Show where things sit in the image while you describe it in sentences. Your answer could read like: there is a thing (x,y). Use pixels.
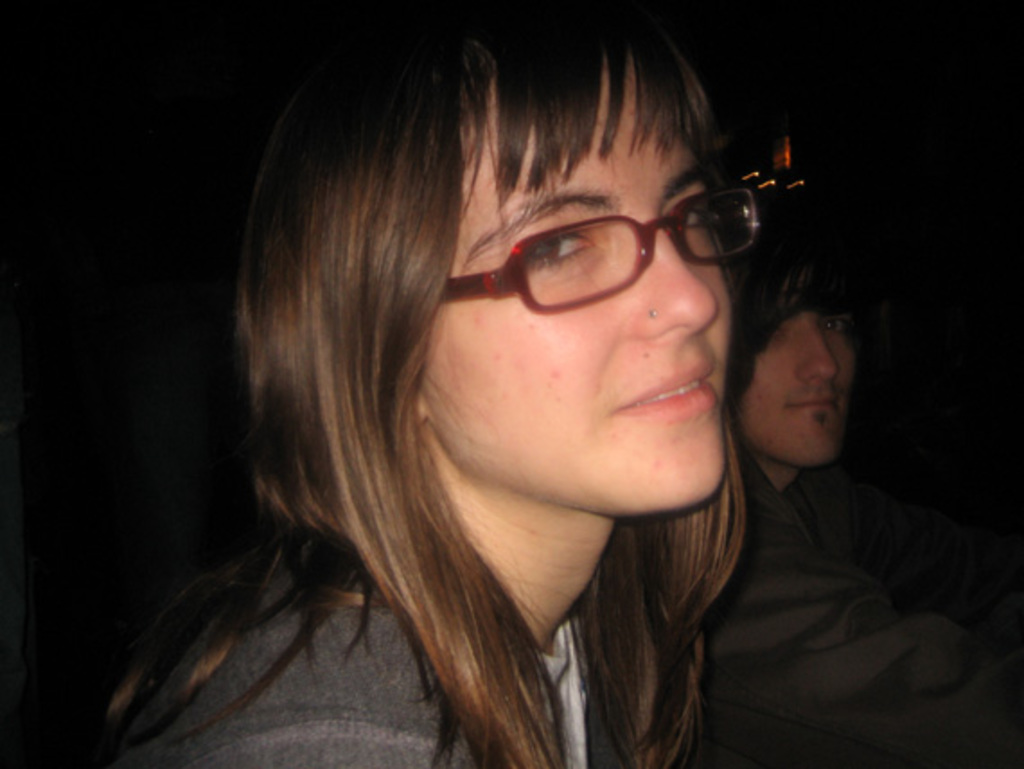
In this image we can see two persons (440,383). The background of the image (57,714) is dark.
